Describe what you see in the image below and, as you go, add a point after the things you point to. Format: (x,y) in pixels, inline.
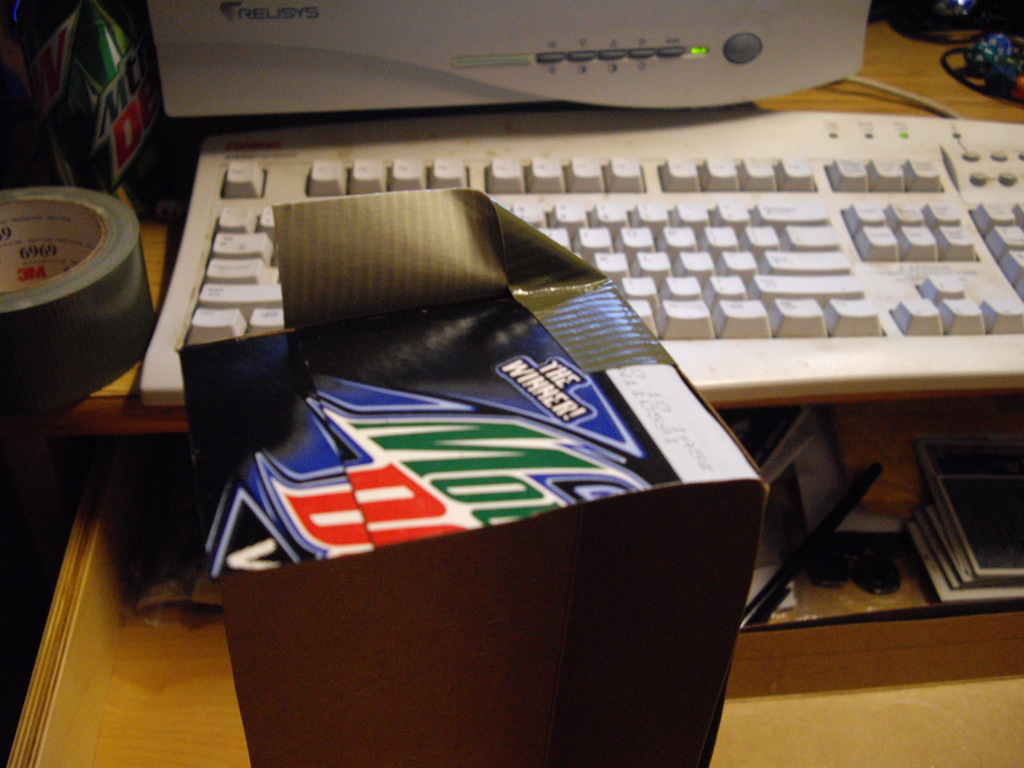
On a table (224,132) there is a box (603,568), monitor (663,88) and keyboard (734,145).
